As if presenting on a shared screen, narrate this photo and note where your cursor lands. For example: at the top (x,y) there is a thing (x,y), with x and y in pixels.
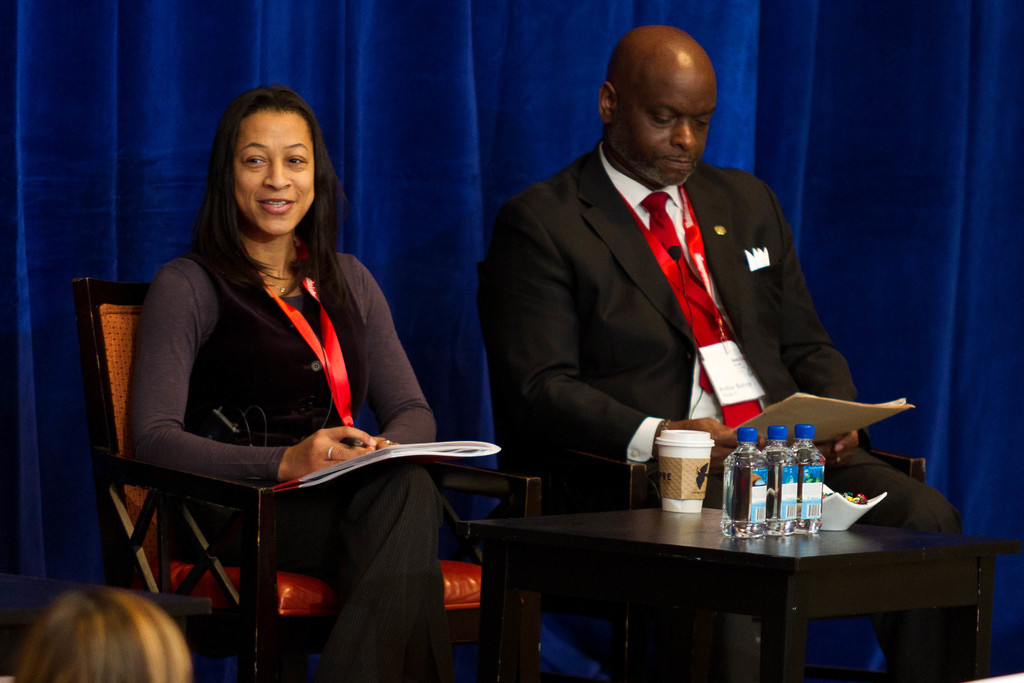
In the image we can see there is a people (626,327) who are sitting on chair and on the table (672,525) there are water bottles (725,498) and coffee cup (673,482).
